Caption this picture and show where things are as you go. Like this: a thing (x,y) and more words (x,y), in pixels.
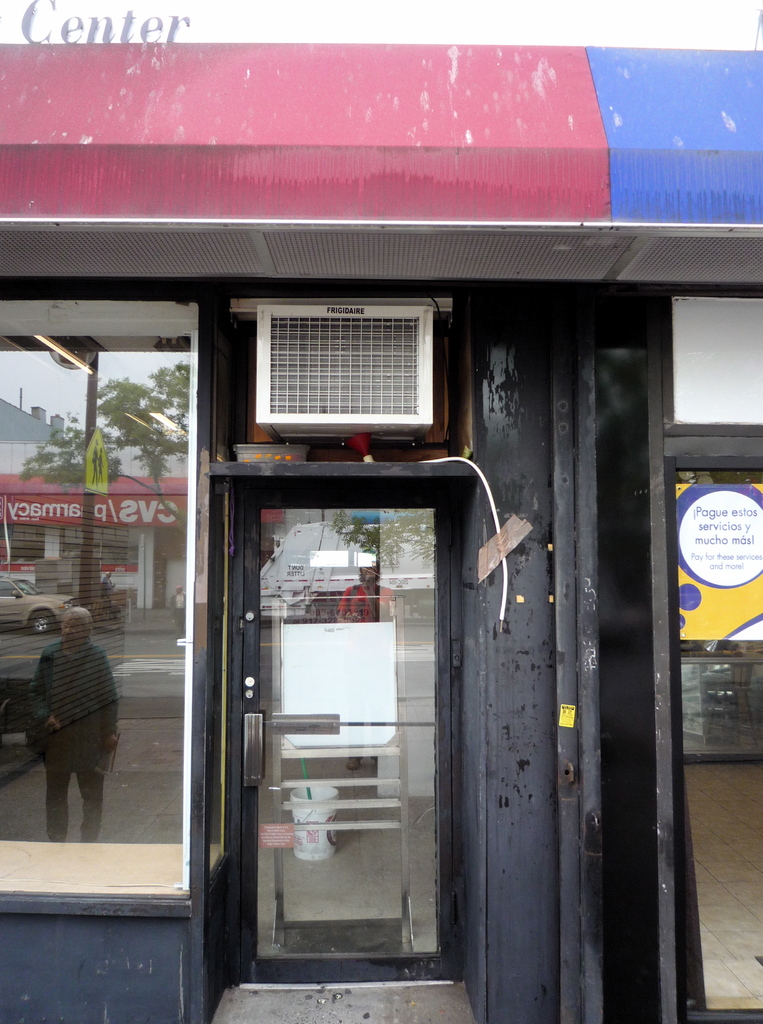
In this picture we can see a door (401,912), bucket (328,799), poster (707,499), signboard (102,451), pole (88,438), car (57,605) and a person (50,652) walking on the road (132,656), buildings (10,458), trees (118,441).
